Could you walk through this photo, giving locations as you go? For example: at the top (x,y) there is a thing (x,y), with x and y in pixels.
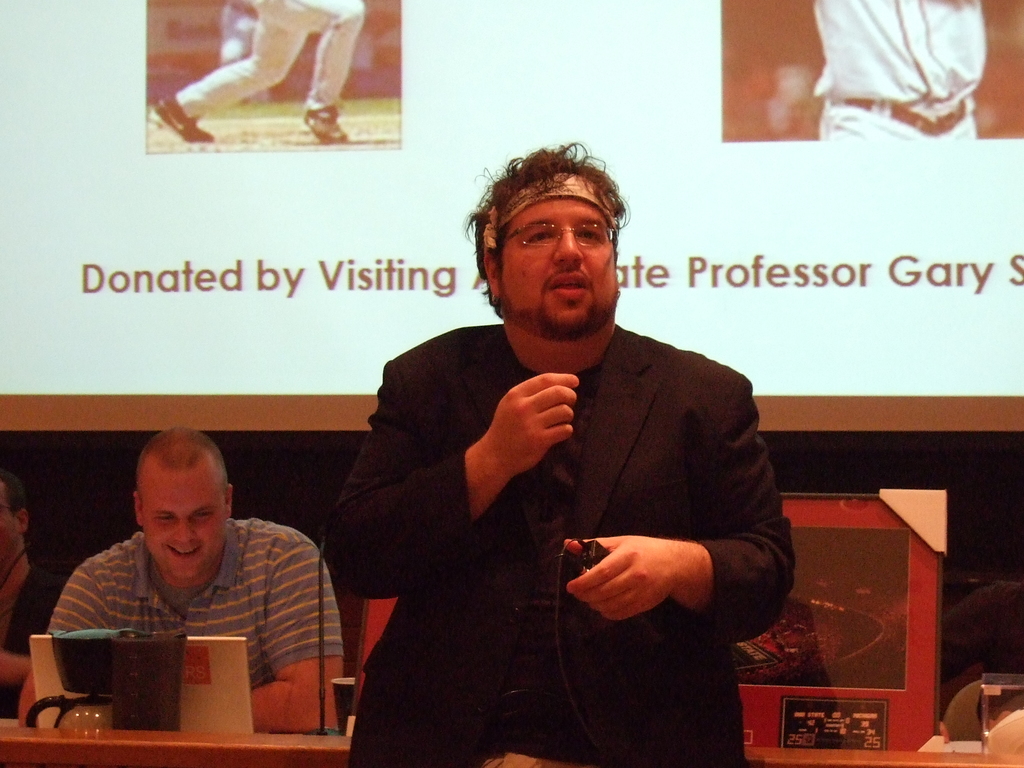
This picture shows a man (612,724) standing and speaking by holding microphone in his hand (510,418) and we see a man (260,725) seated with a smile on his face (176,560) and we see a screen (823,269) back of them.
